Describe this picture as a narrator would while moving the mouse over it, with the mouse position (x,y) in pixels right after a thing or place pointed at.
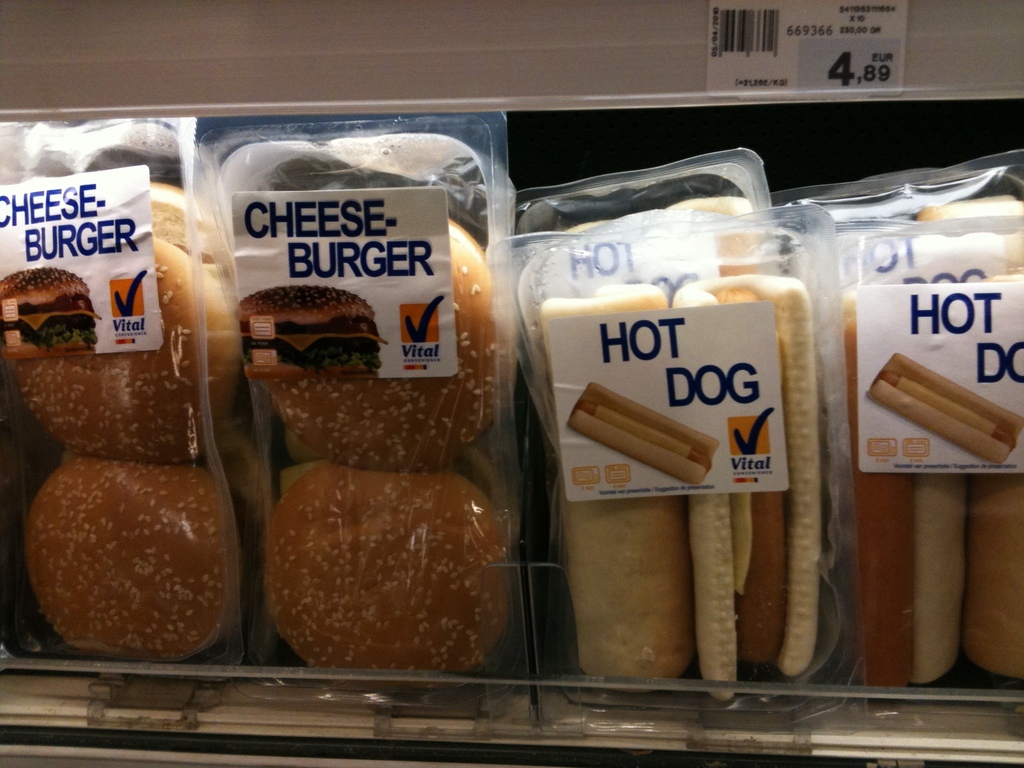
In this image there are four hot dog boxes (786,518) and two cheese burger boxes (300,340).
